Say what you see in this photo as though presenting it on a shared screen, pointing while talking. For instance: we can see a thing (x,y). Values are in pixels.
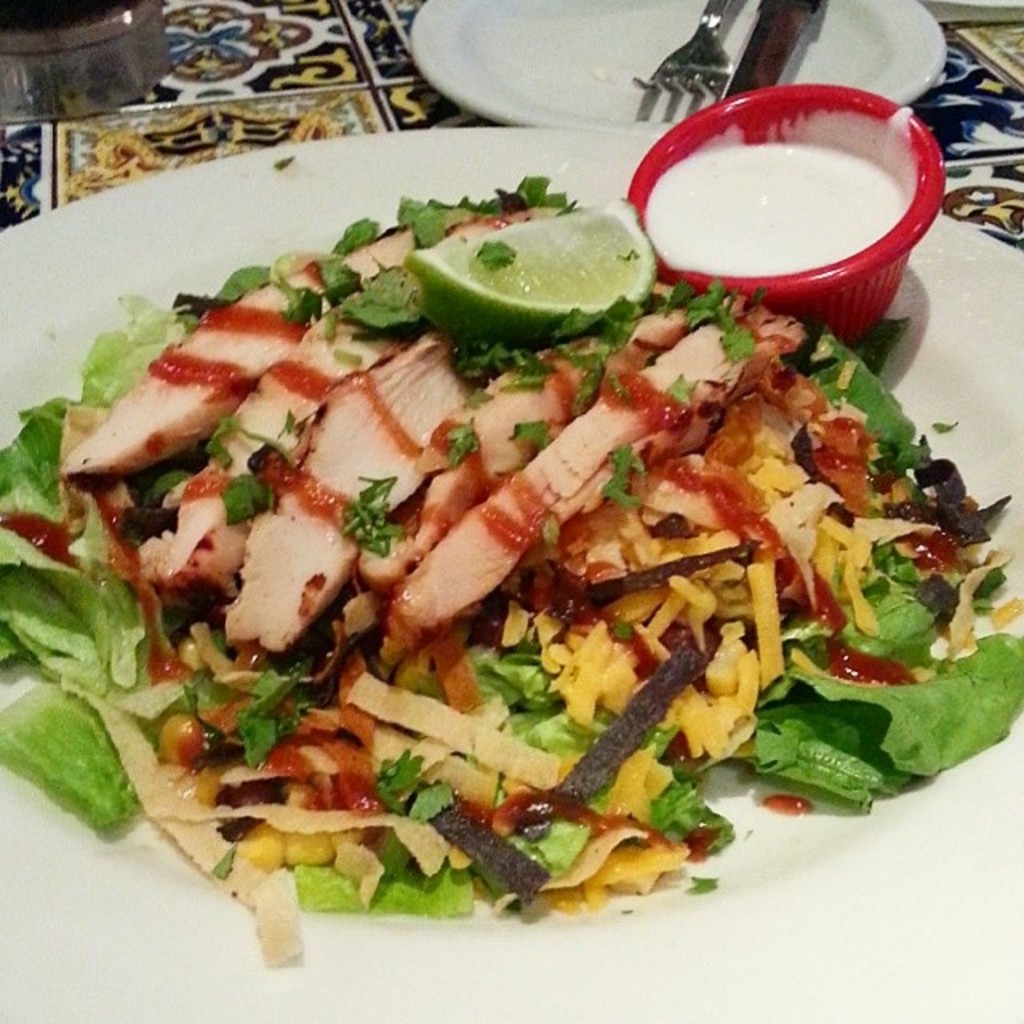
In the image there is a white plate (86,1015) with food items (531,736) and also there is a lime slice (600,222) and red bowl (862,99) with white item (775,241) in it. Behind that plate (524,135) there is a plate (750,29) with a knife (797,37) and fork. In the top left corner of the image (120,81) there is a glass (93,103).
